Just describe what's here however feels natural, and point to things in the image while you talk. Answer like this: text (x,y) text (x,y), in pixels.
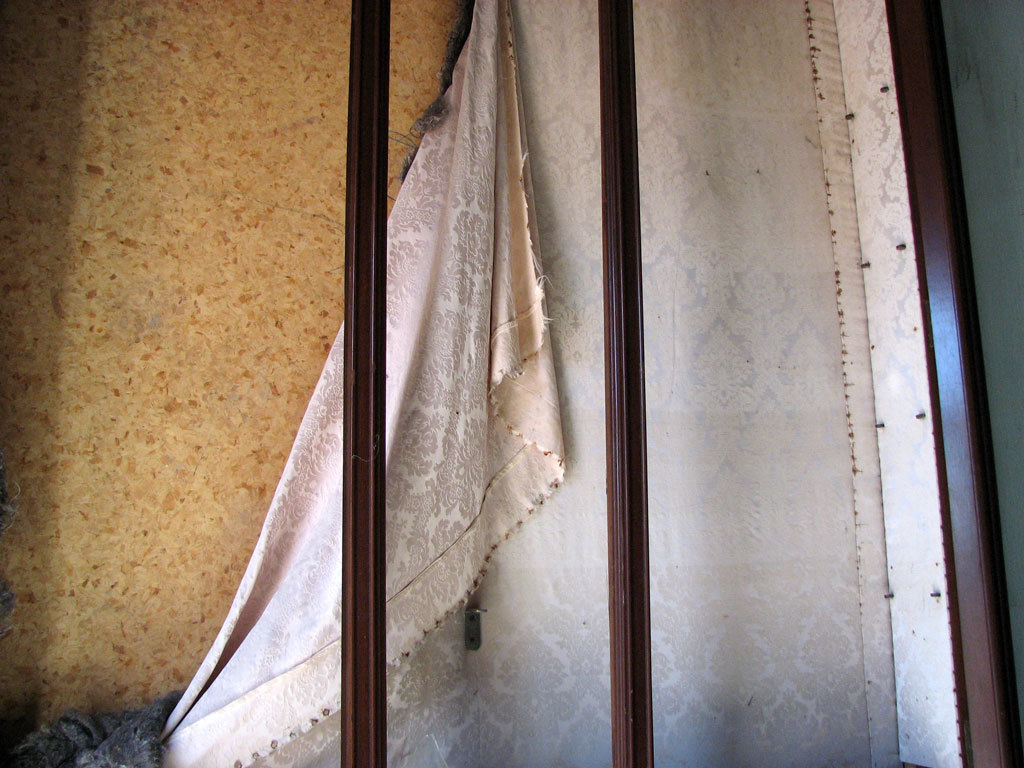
In the foreground of the picture (355,285) there are wooden poles (606,376), curtain (464,350) and wall (126,320).
